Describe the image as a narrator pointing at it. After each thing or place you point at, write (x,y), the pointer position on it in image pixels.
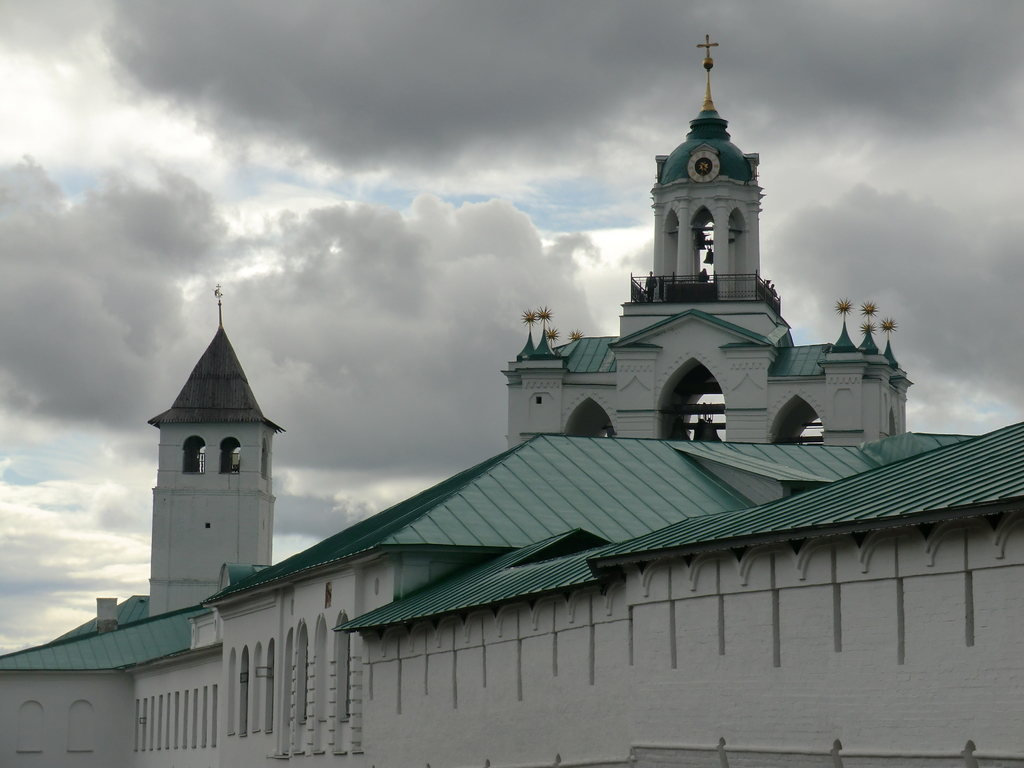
Here we can see a building (438,626) and there is a clock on the tower wall (720,176) and a cross symbol (711,61) on the tower (699,128). There are few people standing at the fence (699,281) and clouds (335,210) in the sky (330,243).
